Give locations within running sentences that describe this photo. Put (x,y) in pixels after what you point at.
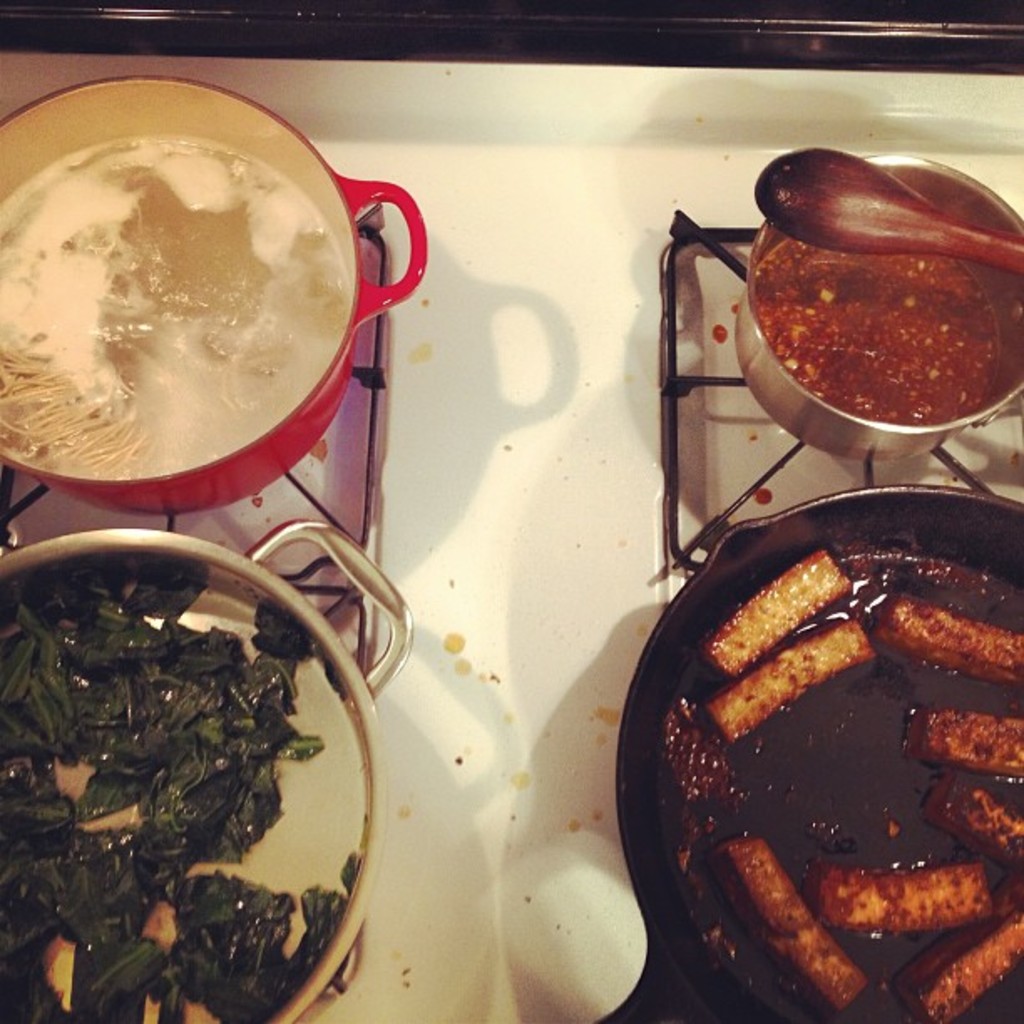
In this image there are food items (45,762) in the bowls (958,794) which is placed on the gas stove (571,316).
